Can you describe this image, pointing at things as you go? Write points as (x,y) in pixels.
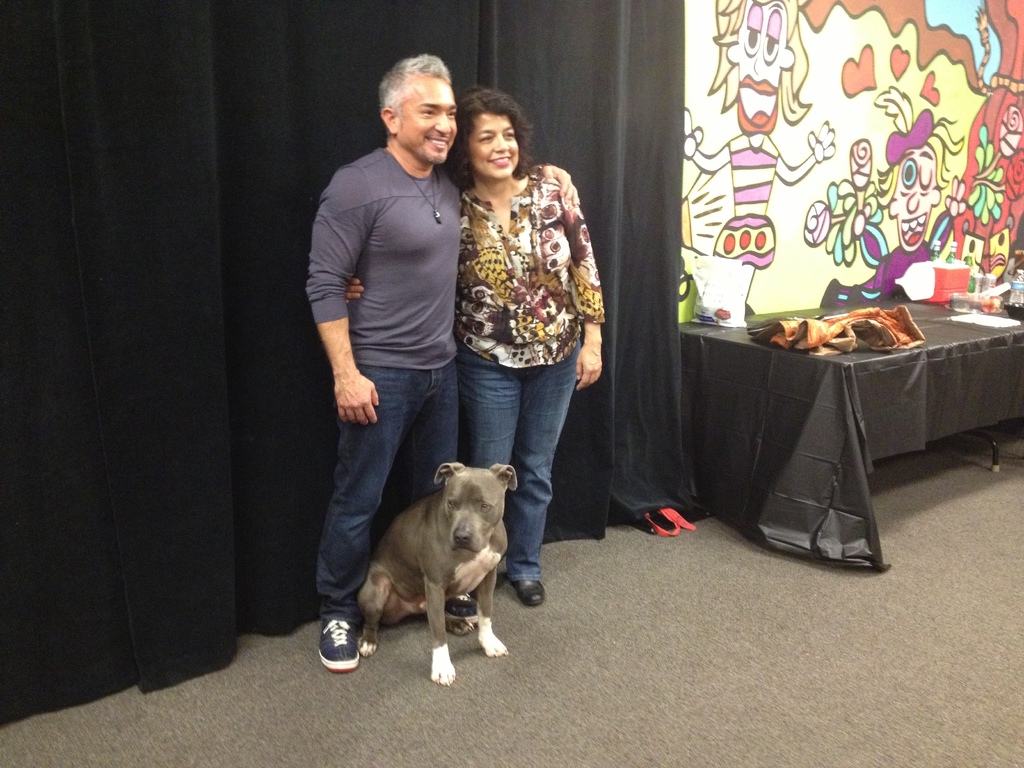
In this picture we can see man (412,283) and woman (537,286) standing and smiling and in front of them we have dog (453,528) and beside to them we have table (771,387) and on table (738,350) we can see jar (927,300), clothes (853,317) and in background (532,62) we can see curtains (154,70), wall (812,103) with paintings (797,126).
